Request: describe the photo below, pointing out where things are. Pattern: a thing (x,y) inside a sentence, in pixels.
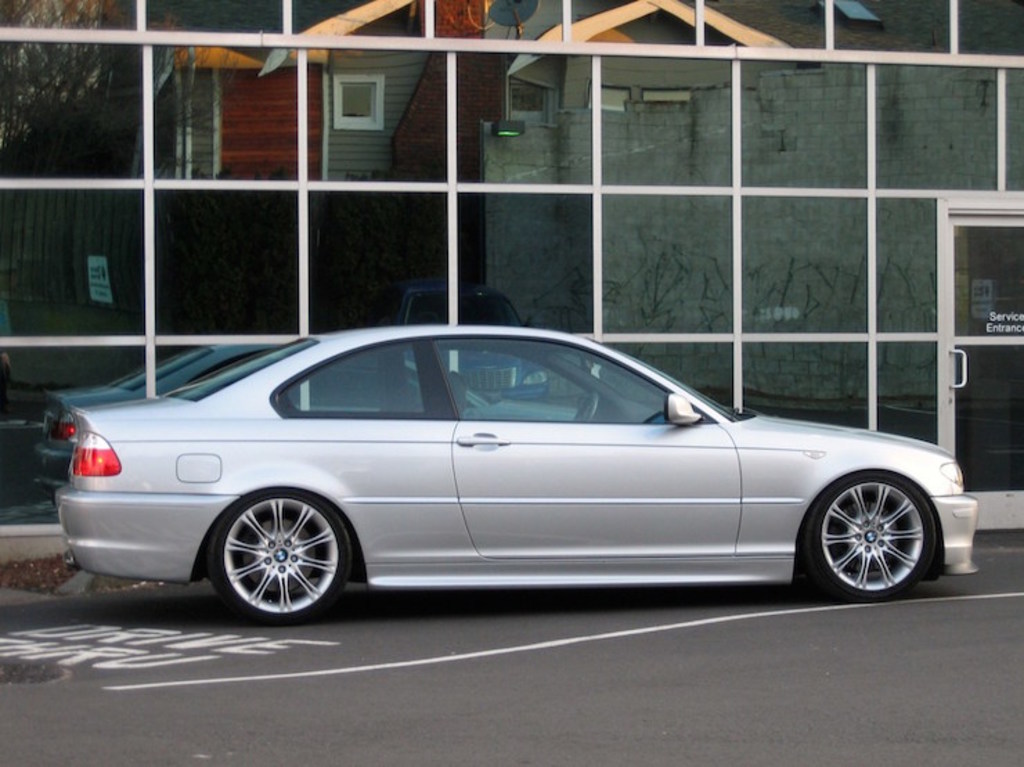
In this picture there is a car (614,470) on the road (663,673). On the right (986,257) there is a door (995,380). In this glass wall (424,96) we can see the building (386,85), trees (364,249), wall (661,111) and other objects (502,13) in the reflection (659,156).
